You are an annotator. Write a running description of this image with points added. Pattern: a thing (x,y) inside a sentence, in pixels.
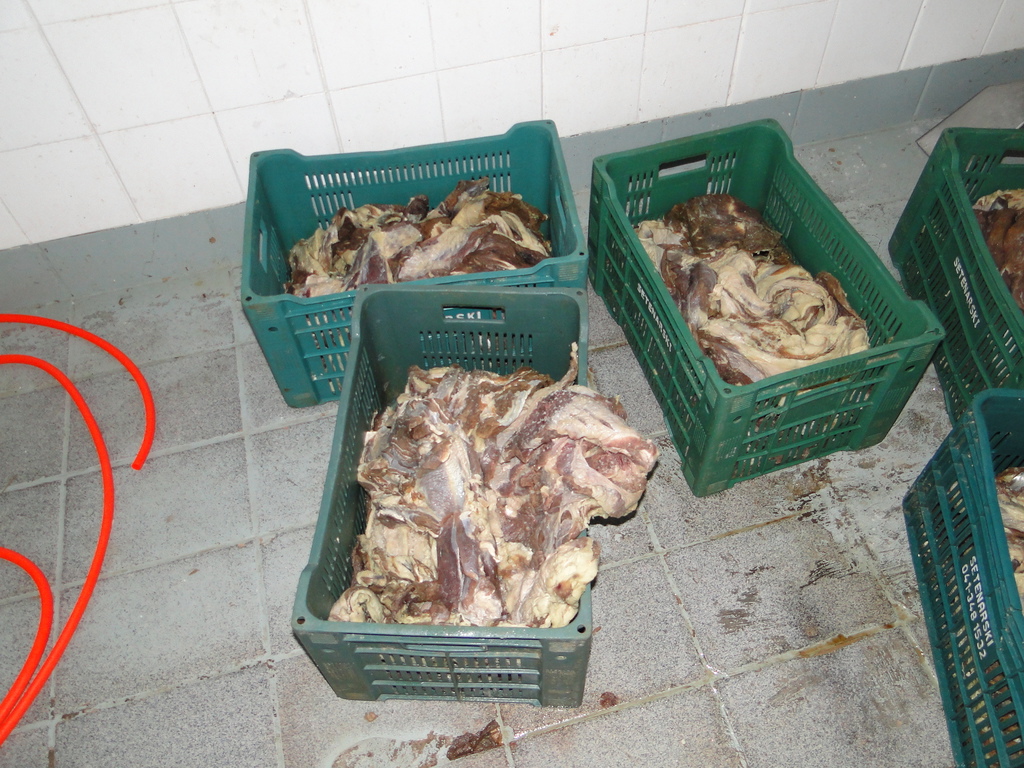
In this picture, we see five baskets (1012,317) containing the meat (421,446). These baskets (995,573) are in green color. At the bottom (257,642), we see the floor (802,576). On the left side (33,647), we see a red color pipe (112,485). In the background (366,101), we see a wall (420,55) in white and grey color.
